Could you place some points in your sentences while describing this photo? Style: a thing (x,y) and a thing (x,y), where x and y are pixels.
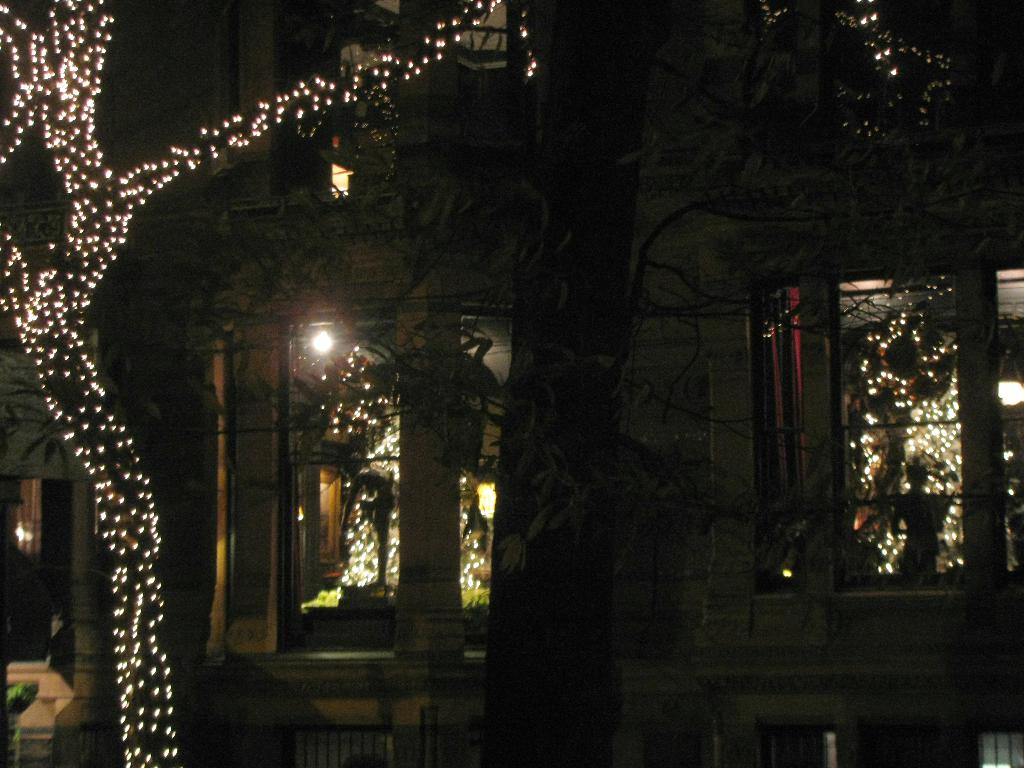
In this image we can see trees (563,210), a tree (113,607) with lights (143,180) and a building (434,564) with windows (870,401) and there are few lights (949,427) inside the building (968,381).
